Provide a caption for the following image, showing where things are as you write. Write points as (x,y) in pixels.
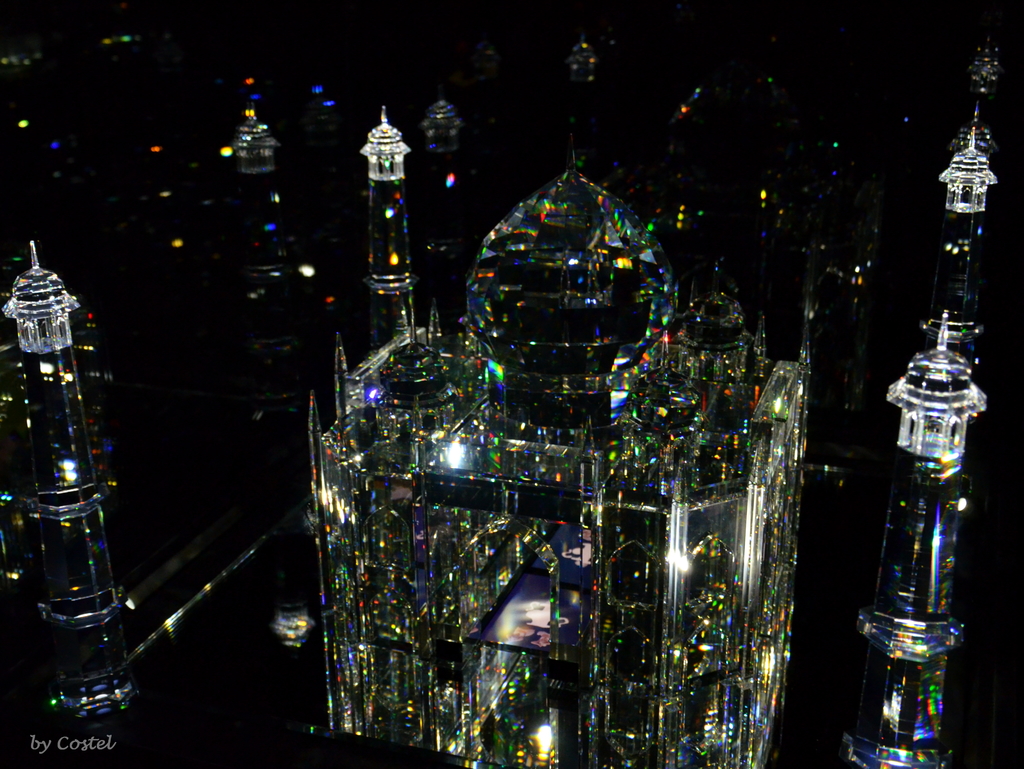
This picture is dark, in this picture we can see ancient architectures (59,575). In the bottom left side of the image (71,753) we can see text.
